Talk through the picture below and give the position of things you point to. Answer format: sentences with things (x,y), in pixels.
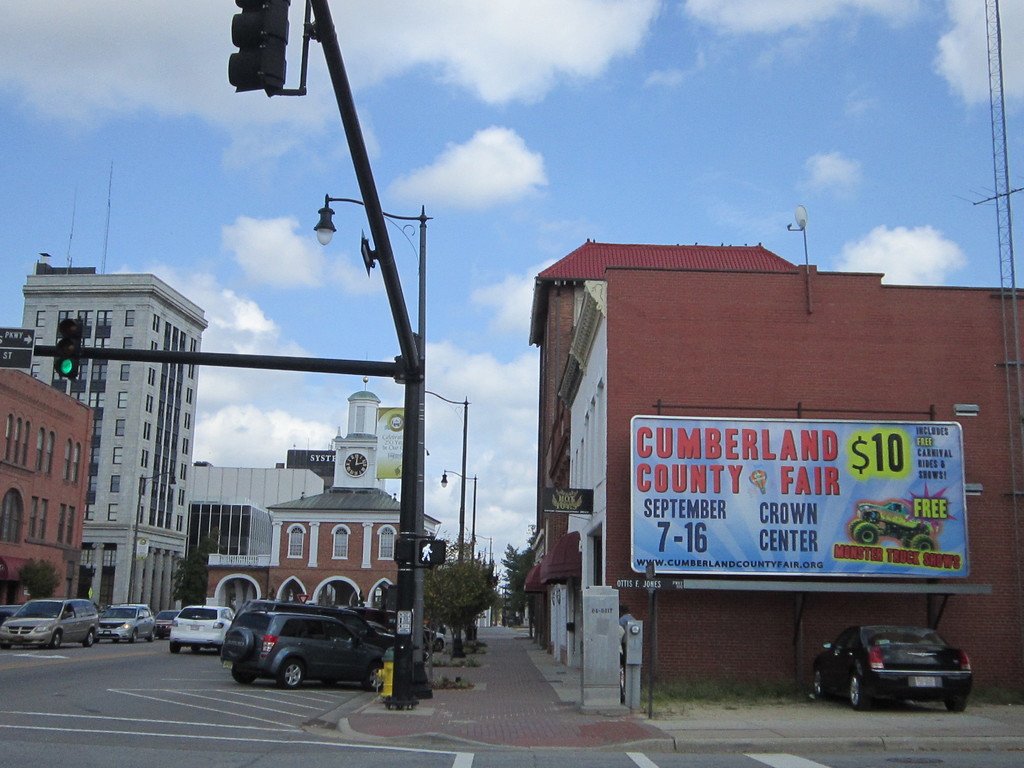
In this image I can see the road (113,668), number of vehicle (138,616) on the road (156,675), few poles (41,350), few traffic signals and few boards (404,627). I can see few trees (453,600) and few buildings (374,466) on both sides of the road (115,695). I can see a huge banner (721,470) and in the background (506,115) I can see the sky (454,130).
